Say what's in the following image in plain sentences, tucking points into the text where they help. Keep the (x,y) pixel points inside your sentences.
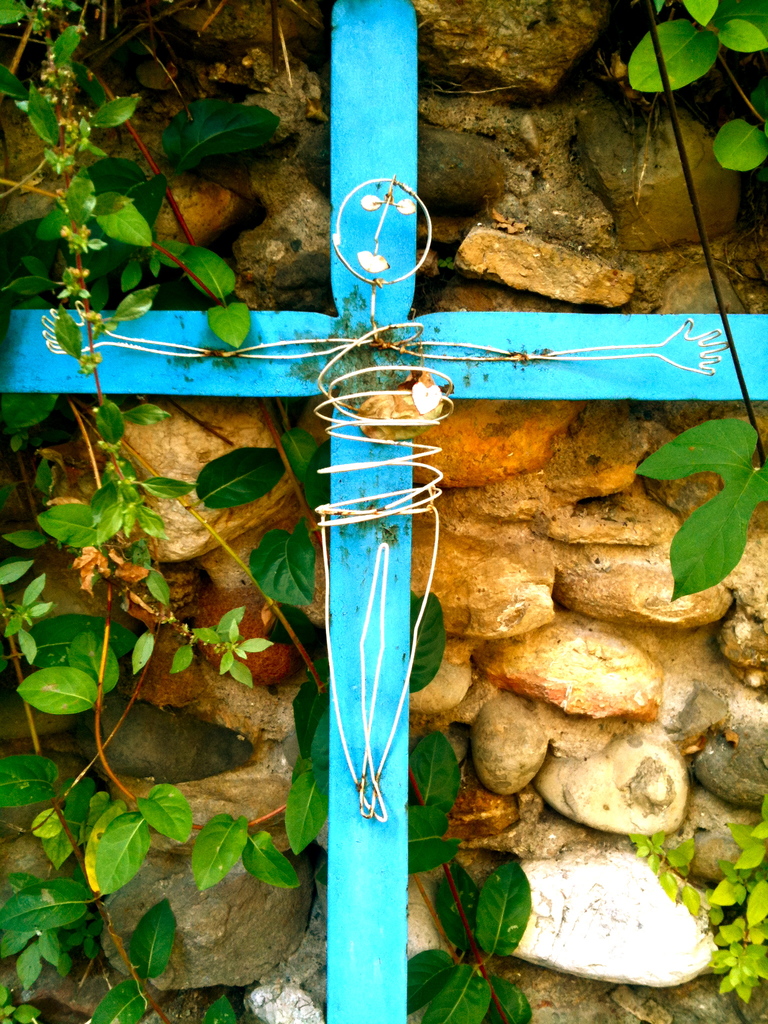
In this image I see the leaves (745,135) and I see number of stones (469,263) and I see the blue color sticks (327,364).
